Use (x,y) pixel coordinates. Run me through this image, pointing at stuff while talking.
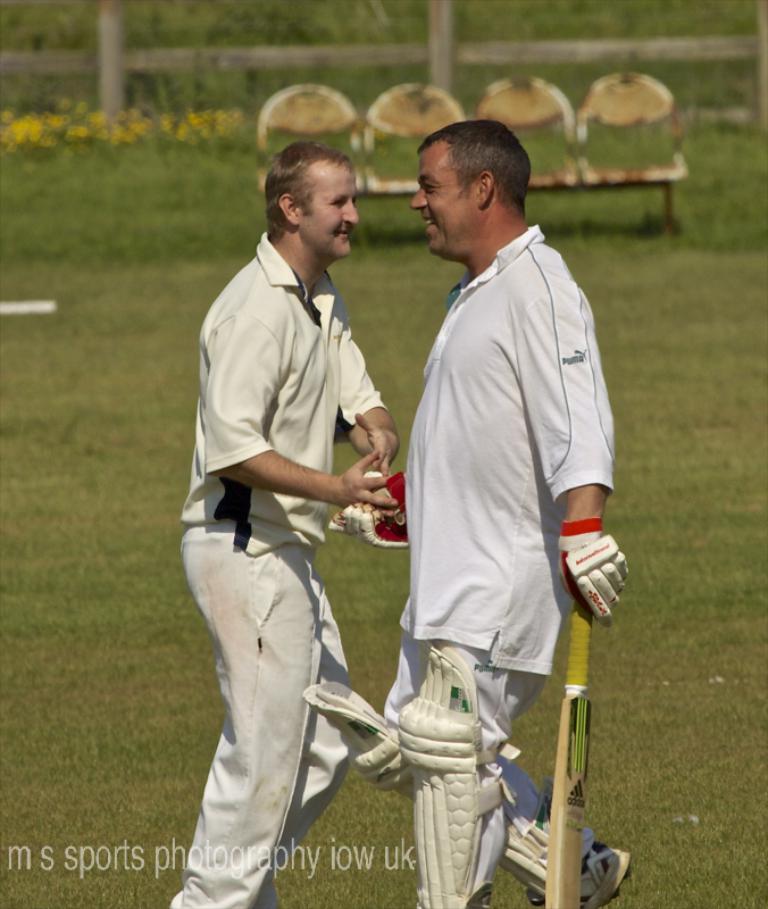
In this image in the foreground (506,257) there are two persons (239,391) standing one person (525,674) is holding a bat (571,697), and in the background (519,115) there are some chairs (531,115). At the bottom (520,732) there is some grass (25,436), and at the bottom of the image (170,851) there is some text (175,853).
